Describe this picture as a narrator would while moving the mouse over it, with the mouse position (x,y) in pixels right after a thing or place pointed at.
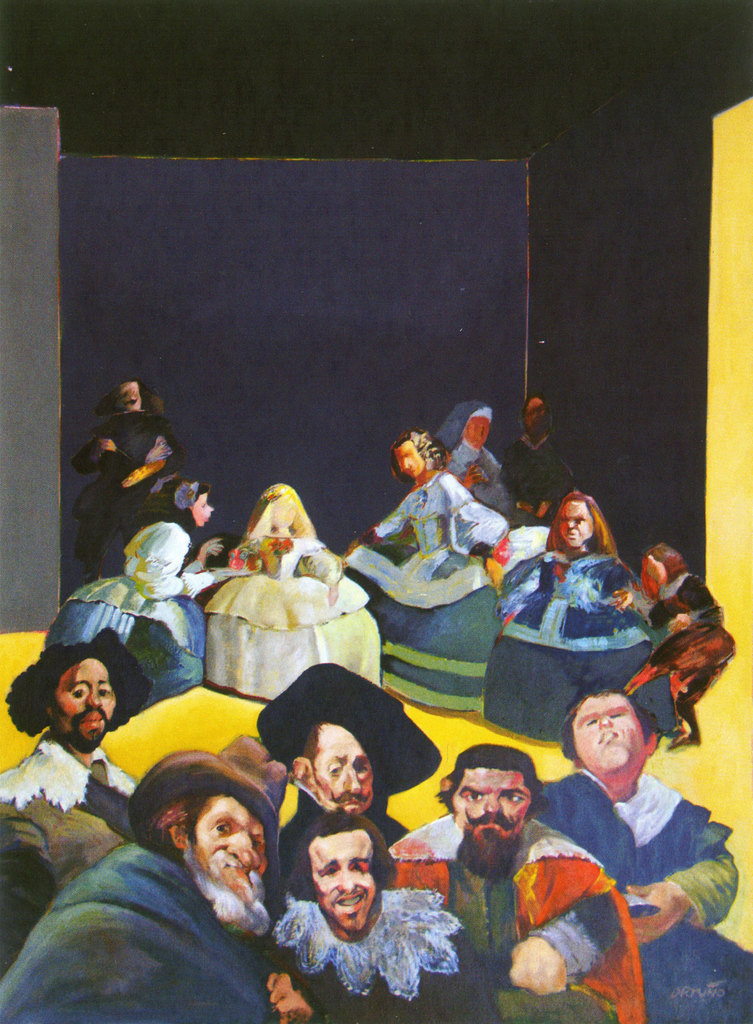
This is a painted image in the foreground (356,887) there are some people (418,878) who are standing, and in the background (531,595) there are a group of woman (410,566) who are posing. In the background (410,276) there is a wall (403,276).
